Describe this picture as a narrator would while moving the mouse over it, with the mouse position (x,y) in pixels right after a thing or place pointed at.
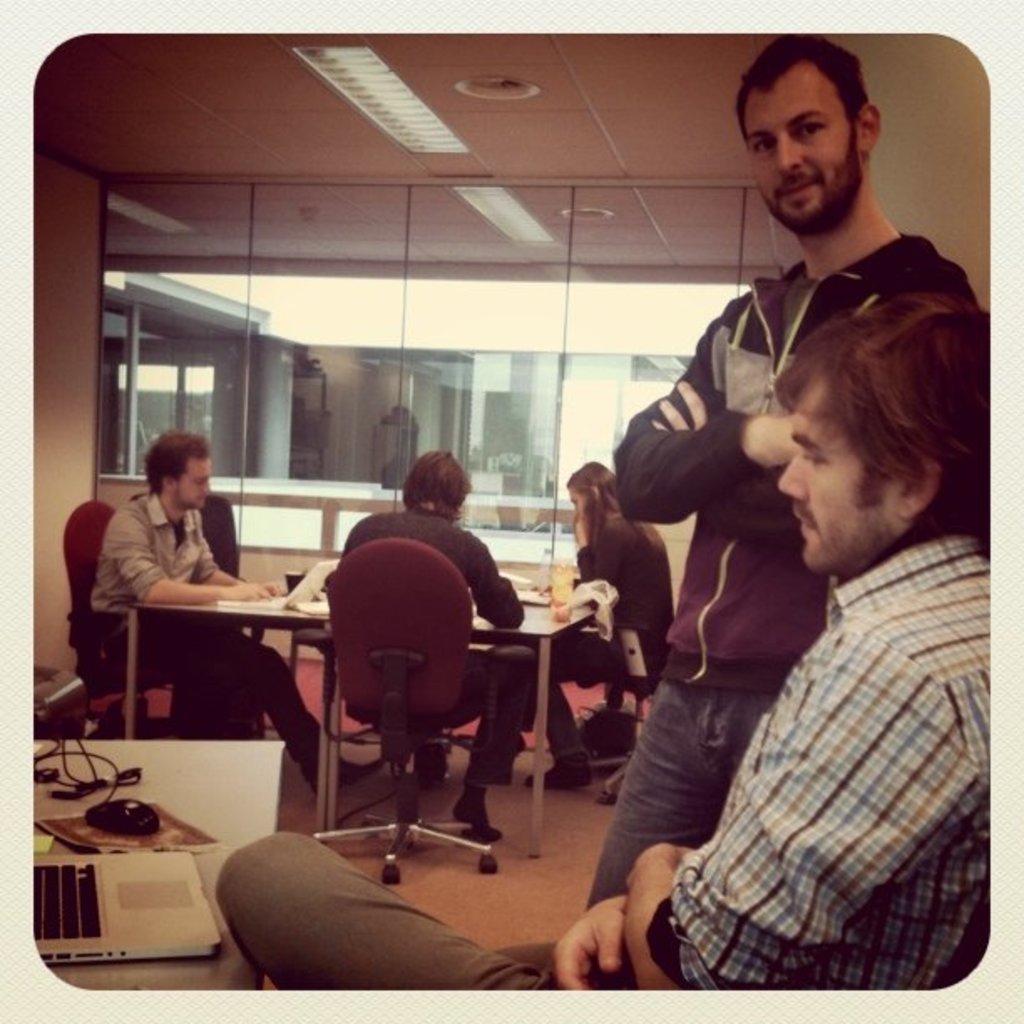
Here we can see few persons (508,733) sitting on chairs (421,826) in front of a table (147,777) and on the table (206,816) we can see a laptop (158,910), mouse (152,823) and a mouse pad (144,850). Here we can see one man (820,74) standing beside to this man (407,917). This is a floor (466,877). We can see the reflection (335,372) here on the glass (412,351). This is a light (440,140).
